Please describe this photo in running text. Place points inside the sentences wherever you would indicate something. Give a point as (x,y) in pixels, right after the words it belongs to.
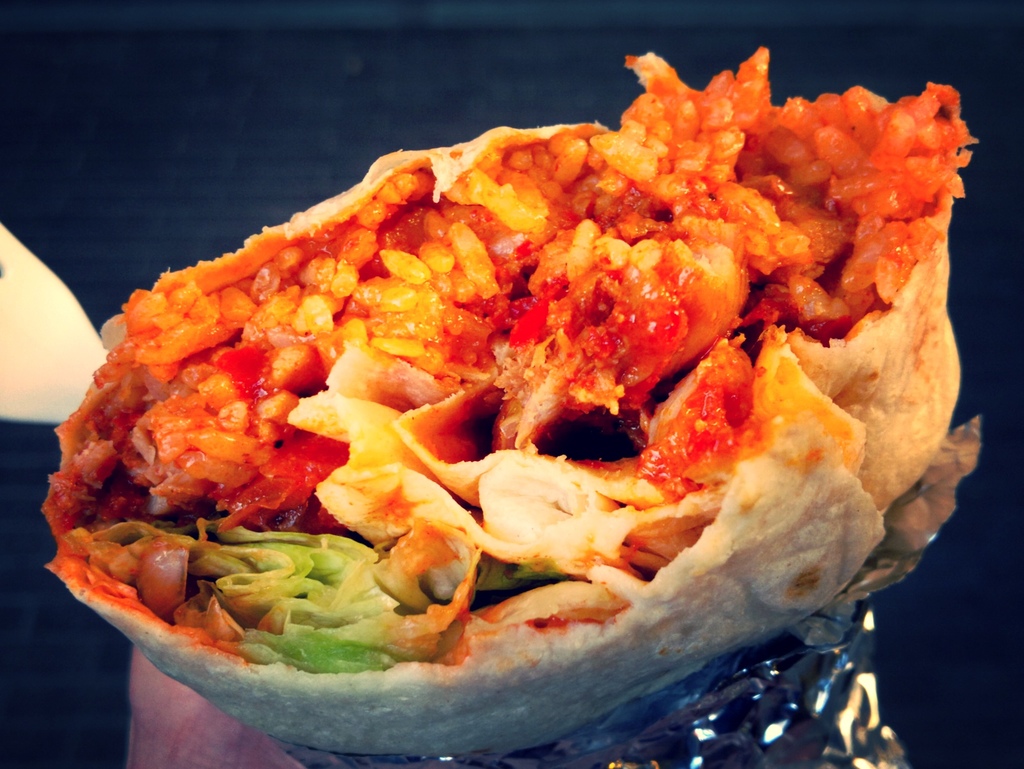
In this image I can see food (246,413) in the center (663,289) and on the bottom side of this image (760,678) I can see an aluminium foil (830,695).
